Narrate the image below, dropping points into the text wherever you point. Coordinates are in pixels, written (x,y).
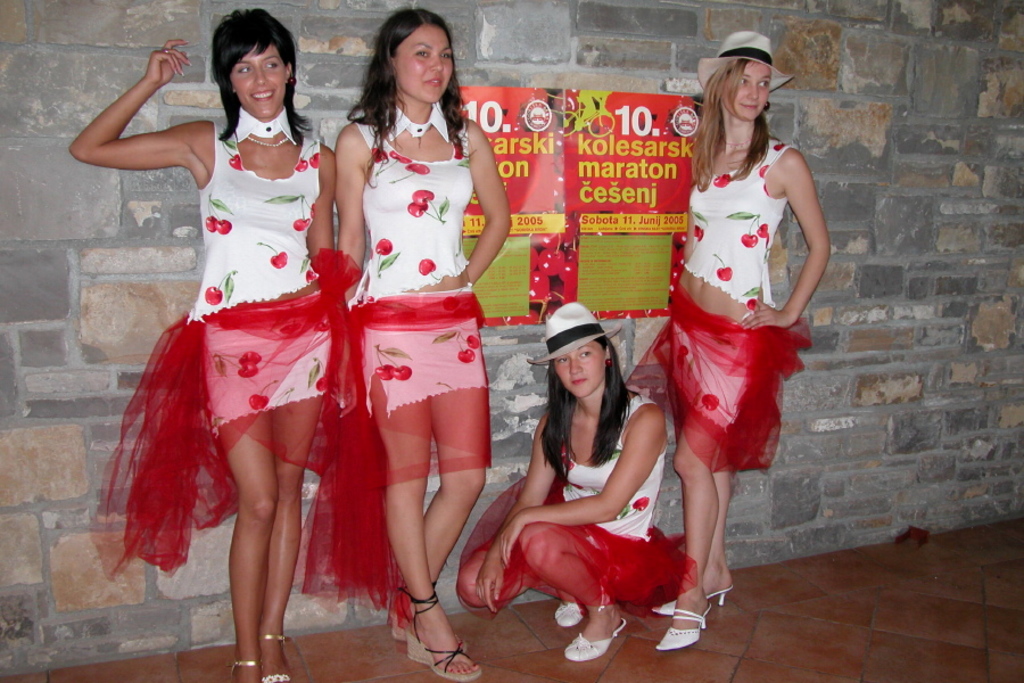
In the center of the image (382,319) we can see three ladies (488,161) standing and smiling. At the bottom (570,582) there is another lady (593,525) sitting. We can see a board (537,285) placed on the wall (861,193).
